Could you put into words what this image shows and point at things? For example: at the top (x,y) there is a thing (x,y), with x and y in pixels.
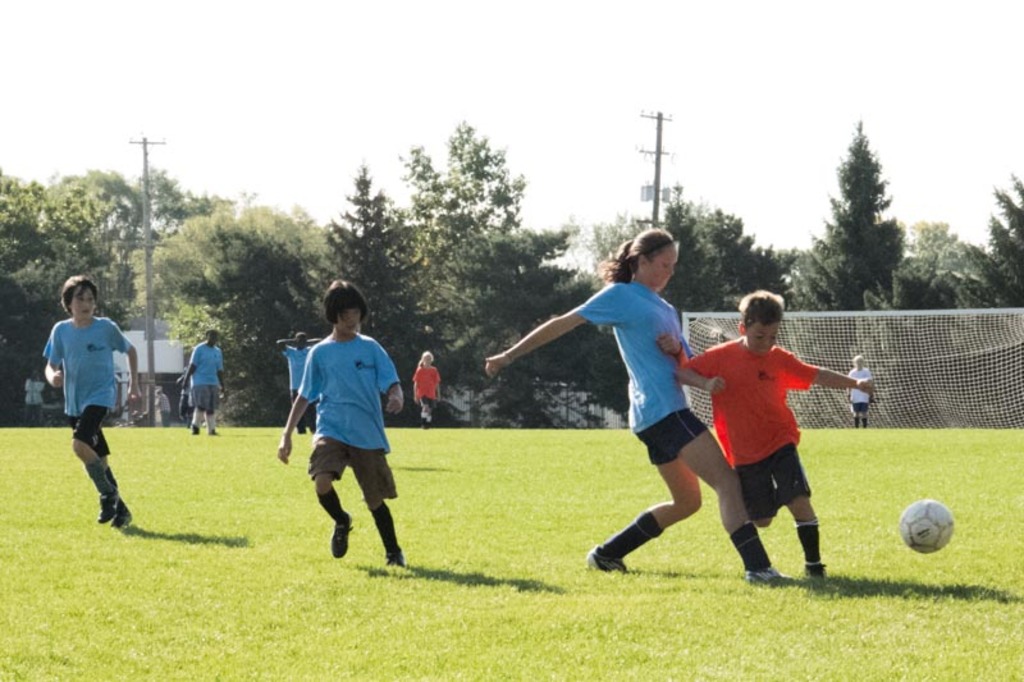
In this image I can see lot of children (76,330) on the grass (371,674) and there is a football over here. In the background (1014,293) I can see the net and lot of trees (263,422), 2 poles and the sky (261,80).
